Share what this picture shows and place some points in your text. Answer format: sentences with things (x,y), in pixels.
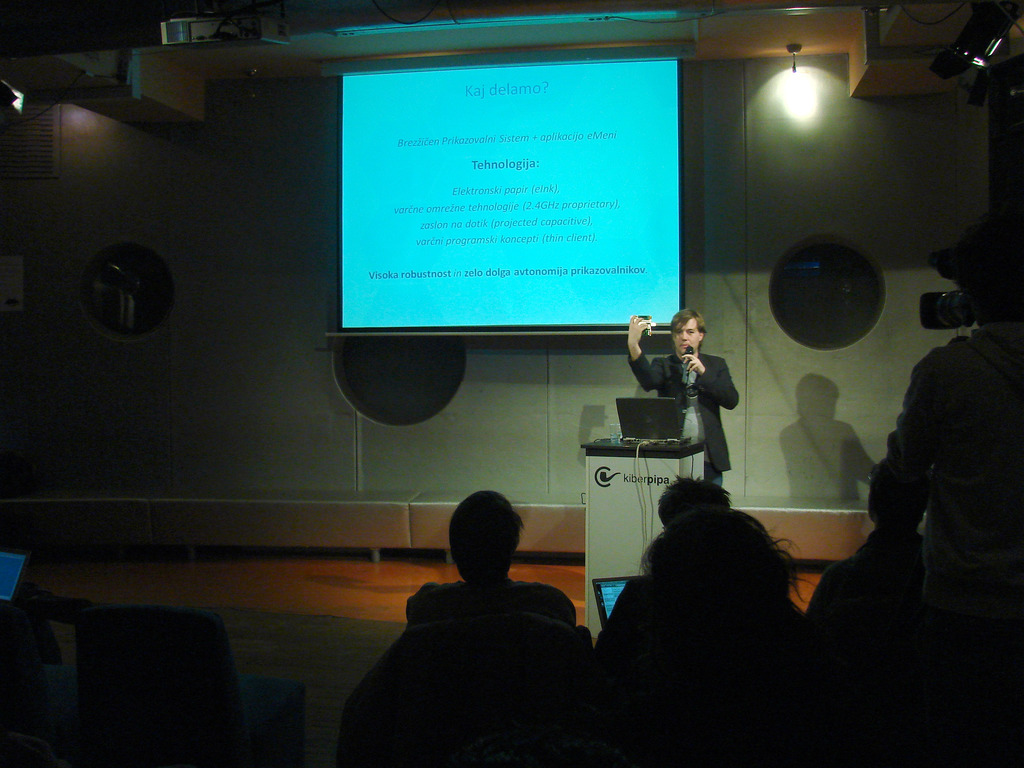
In this picture we can see a man (705,369) wearing black suit (670,389), standing at the speech desk (646,448) and giving a speech. Behind there is a projector screen (481,253) and gray panel wall (323,413). In the front (460,604) there are some people (659,625) sitting and listening to him.
